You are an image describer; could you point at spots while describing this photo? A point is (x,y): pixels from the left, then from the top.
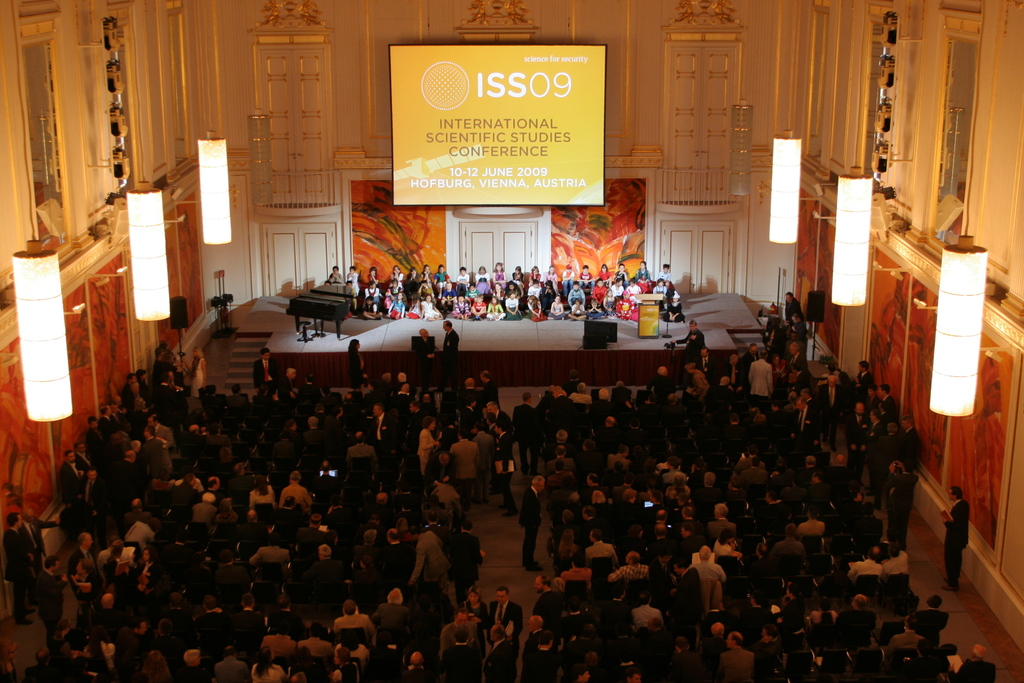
In the center of the image (413,311) we can see persons (548,291) sitting on the dais (388,343). On the dais (665,313) we can see desk (645,314), piano (327,309) and speaker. At the bottom of the image (108,652) we can see many persons (605,604) standing on the ground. On the right (772,206) and left side of the image (150,208) we can see lights (974,318). In the background (454,123) we can see screen (572,133) and wall (335,57).
